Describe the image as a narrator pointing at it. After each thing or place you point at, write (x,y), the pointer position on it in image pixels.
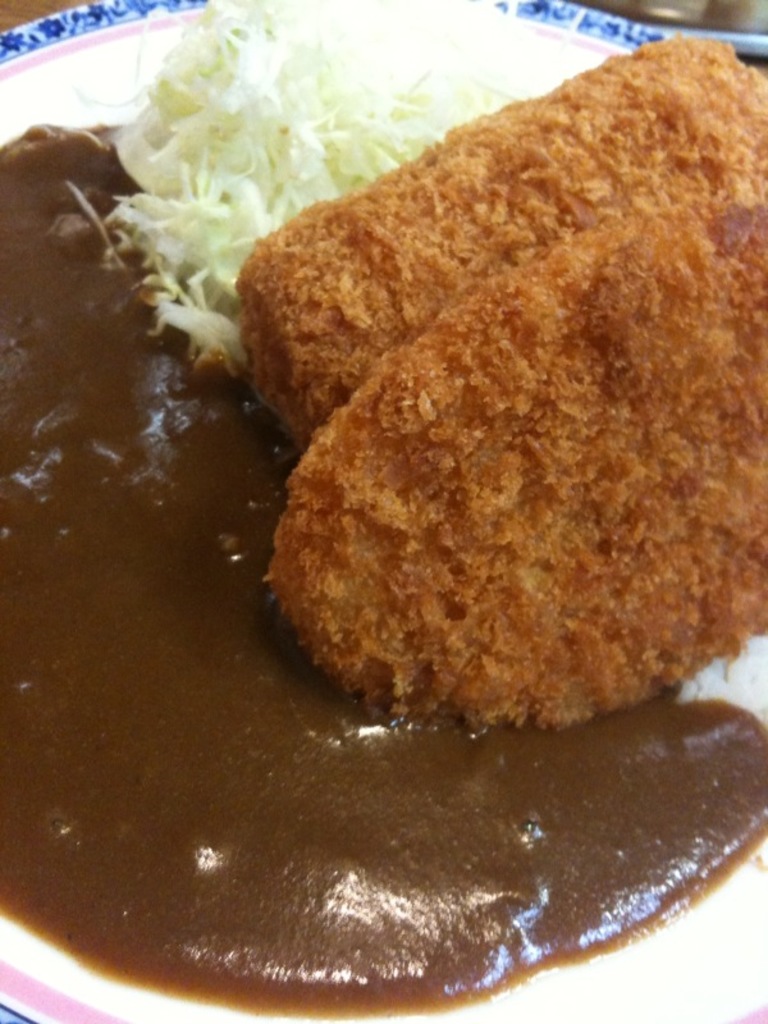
In this image I can see a white colour plate (711,929) and on it I can see food (172,560). I can see colour of these food (610,656) are brown and white.
